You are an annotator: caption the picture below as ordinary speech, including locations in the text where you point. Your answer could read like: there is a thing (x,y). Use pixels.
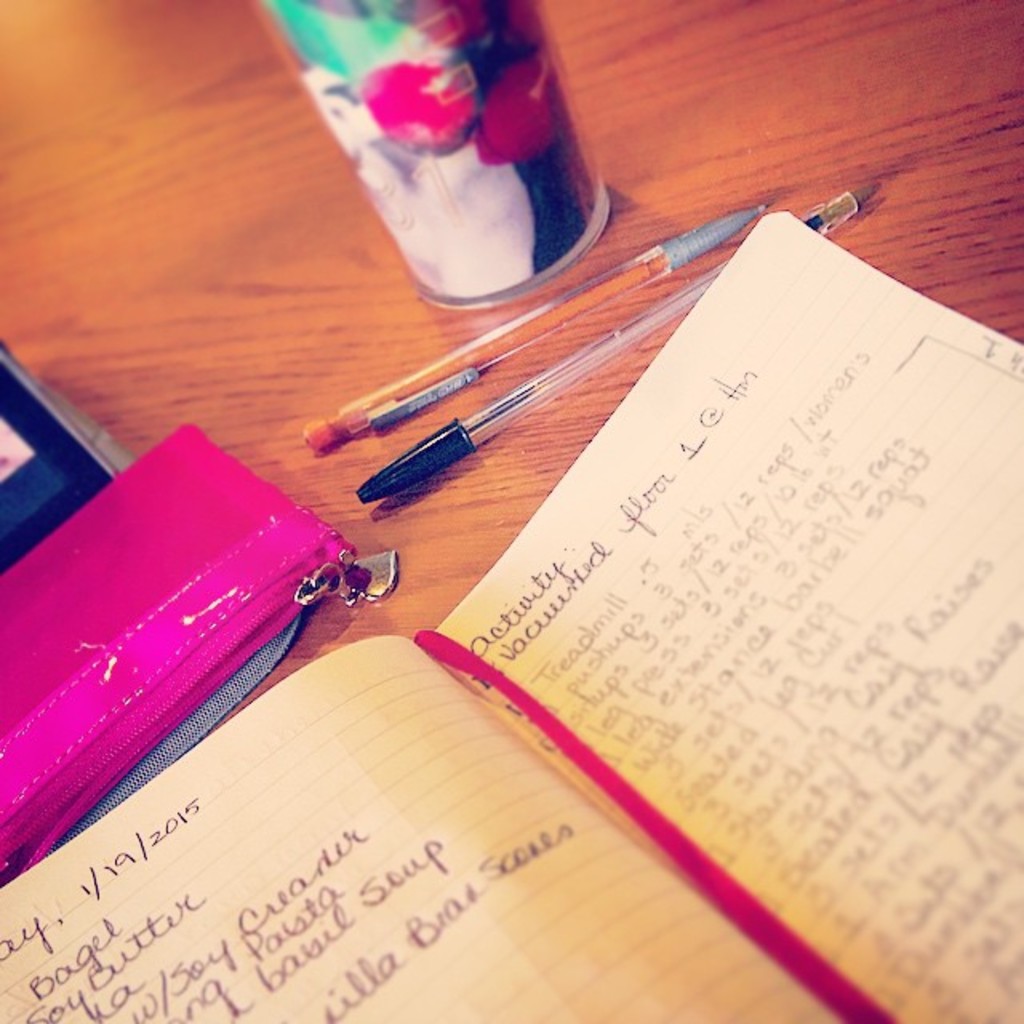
As we can see in the image there is a table (308,210). On table (891,2) there is a book (479,684), wallet (202,615), pens (418,468) and a glass (384,137).
